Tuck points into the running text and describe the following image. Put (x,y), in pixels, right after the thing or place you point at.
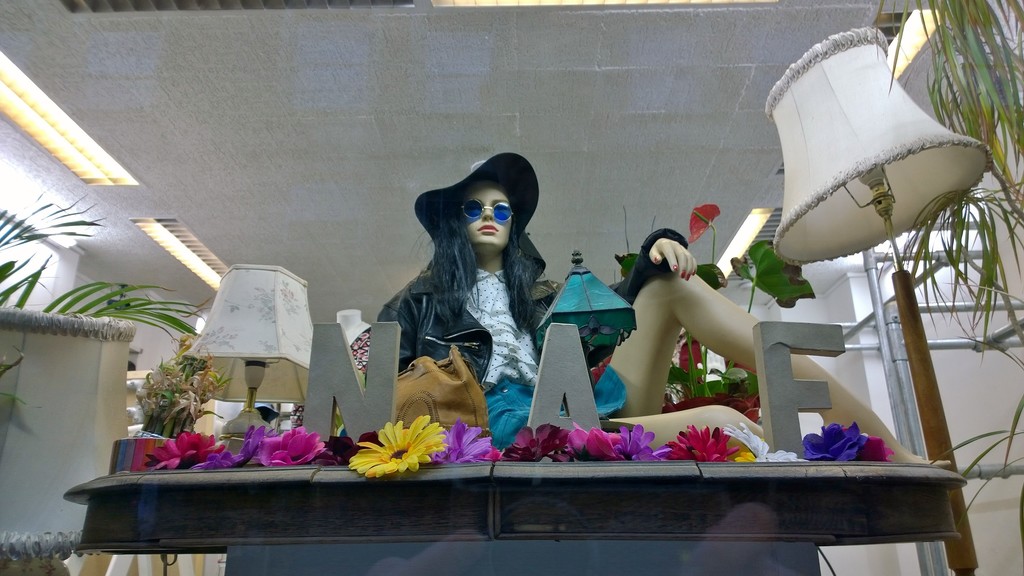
In this image I can see a mannequin (647,353) which is cream in color wearing white shirt (506,327), black jacket (436,328) and blue skirt (489,393) and I can see few flowers (387,451) which are pink, violet, yellow and brown in color. I can see two lamps (841,145), few plants (181,346) and in the background (526,86) I can see the white colored ceiling (479,108) and few lights (102,160).
